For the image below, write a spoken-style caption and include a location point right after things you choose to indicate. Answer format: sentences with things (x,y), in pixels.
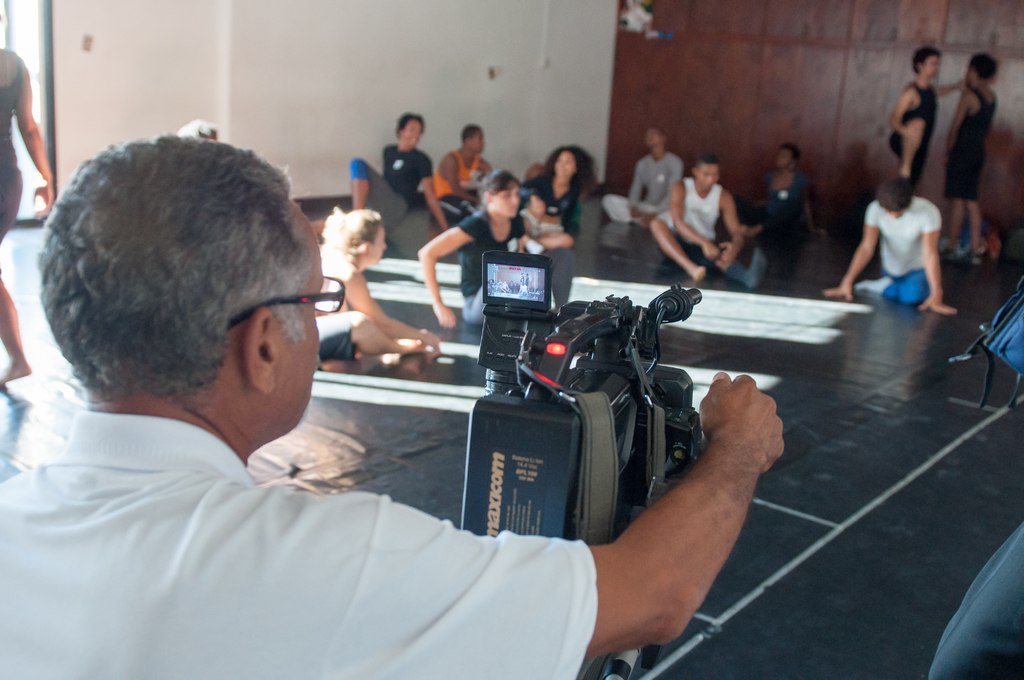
In this image I can see there few persons (885,279) sitting on the floor (838,446) and I can see some persons (971,169) standing in front of the wall (606,106) and I can see a camera man (604,646) and camera (555,443) at the bottom (95,649) I can see a person (26,119) standing on floor (17,283) and at the top (304,86) I can see the wall (493,68).
